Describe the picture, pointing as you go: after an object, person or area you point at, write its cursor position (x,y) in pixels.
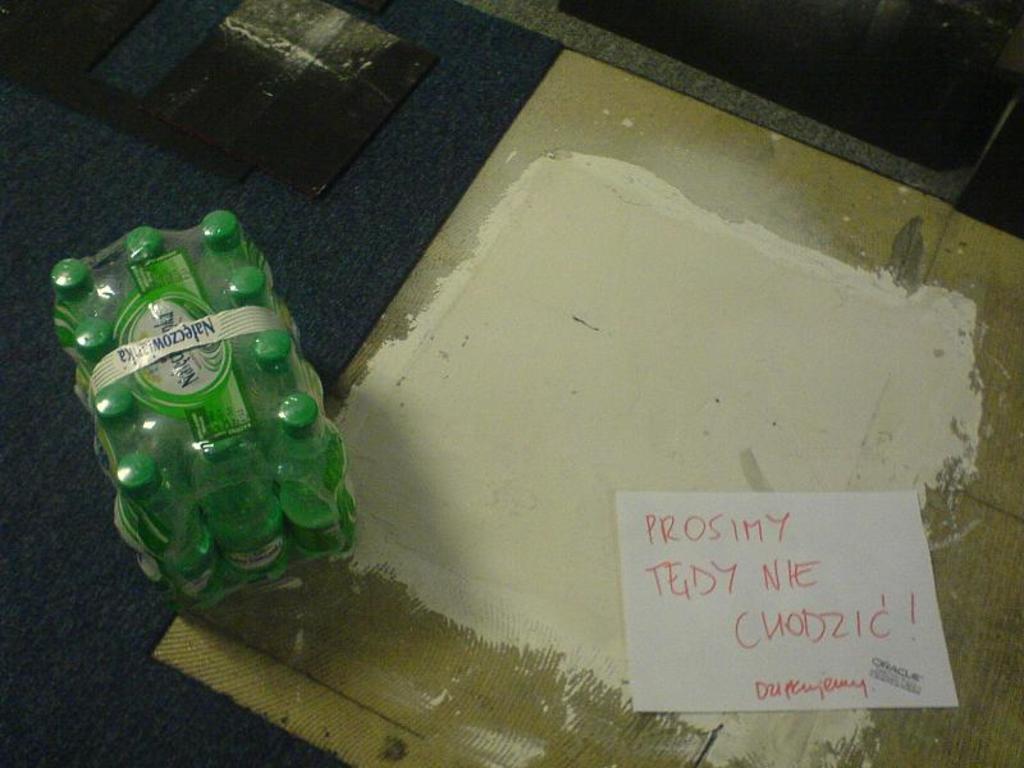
It is a floor (573,66) on which a carpet (534,57) is placed there are some bottles (254,332) sealed and also a note (818,548).
